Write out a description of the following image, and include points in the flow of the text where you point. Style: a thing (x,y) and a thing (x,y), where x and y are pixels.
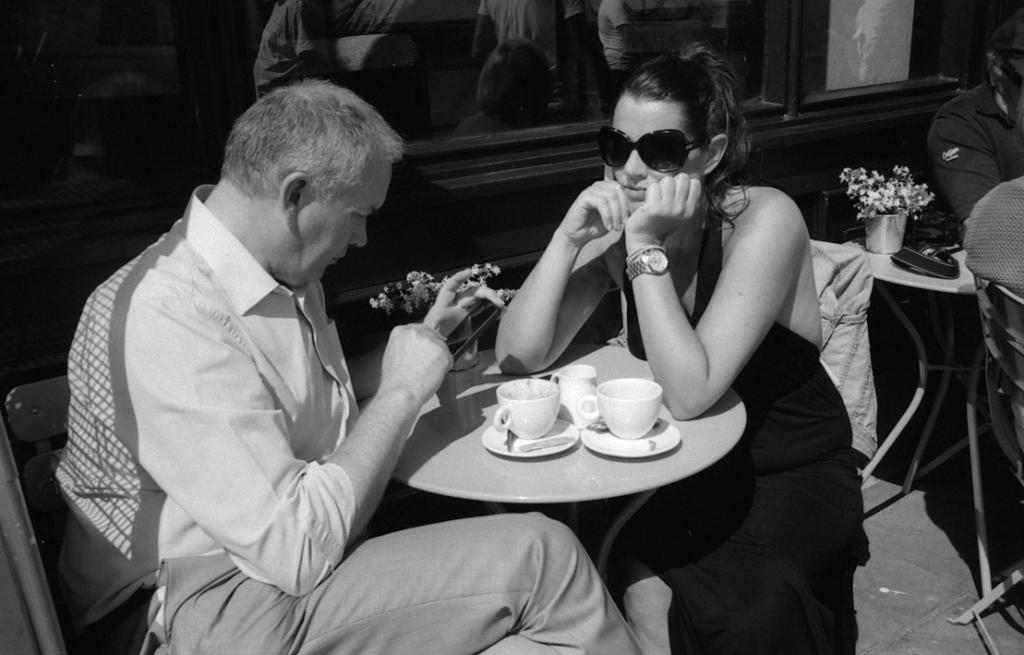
In the image we can see there is a black and white picture and there are two people (545,261) who are sitting on chair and in front of them there is a table (470,431). There are cups (515,403) and saucers (517,450) on the table (609,459).
